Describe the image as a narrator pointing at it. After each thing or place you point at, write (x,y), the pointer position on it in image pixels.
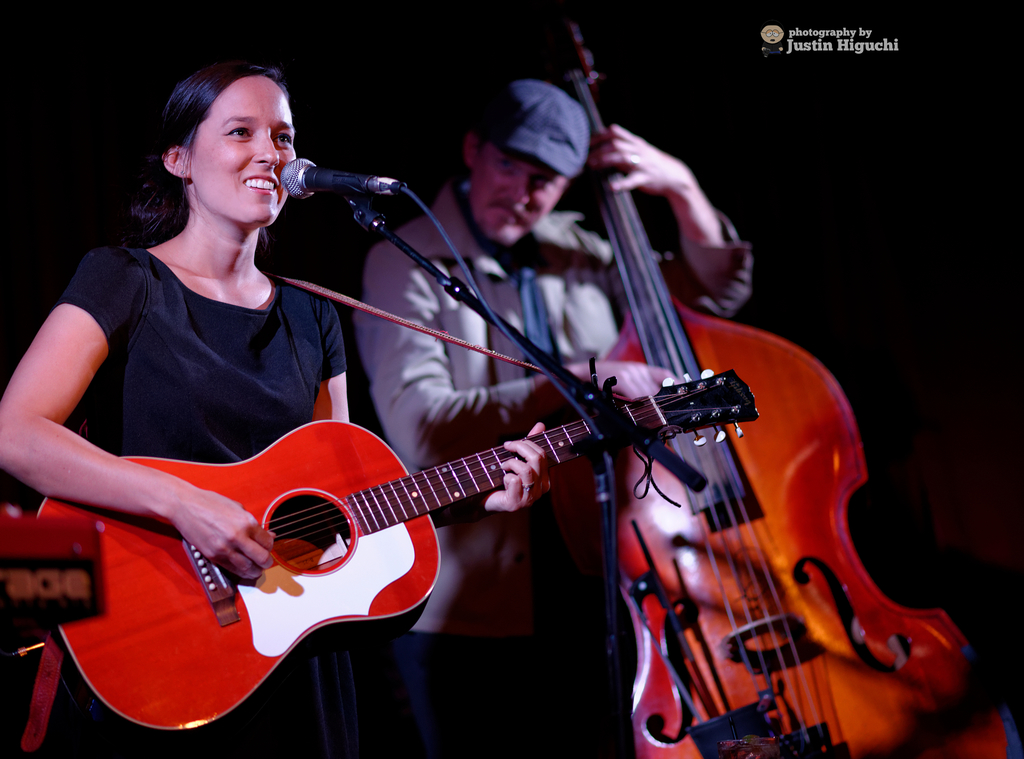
In the image there is a girl (270,313) playing a guitar (317,522) and singing on mic (343,193) and back side of her there is a man (542,184) playing double bass (844,531).
